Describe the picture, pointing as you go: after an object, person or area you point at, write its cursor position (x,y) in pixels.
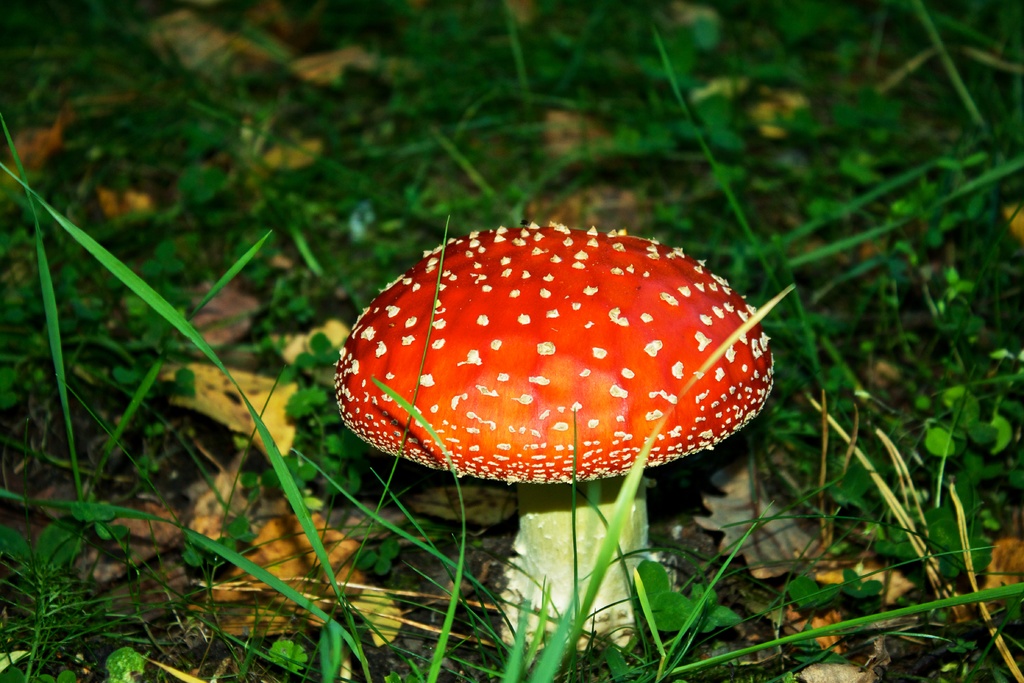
In this picture we can see a mushroom (447,311) on the ground (583,666) and in the background (338,271) we can see grass (455,139).
